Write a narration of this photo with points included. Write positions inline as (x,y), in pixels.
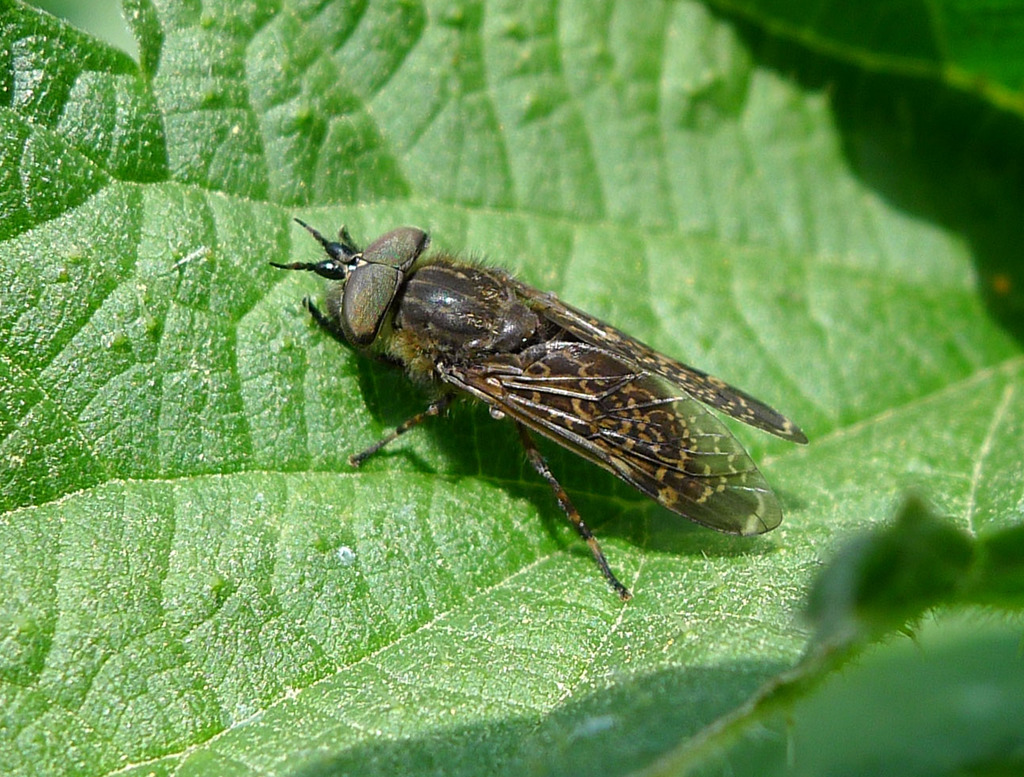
In this image we can see the leaves (451,477), on the leaf (641,265) there is a horsefly (486,308).
